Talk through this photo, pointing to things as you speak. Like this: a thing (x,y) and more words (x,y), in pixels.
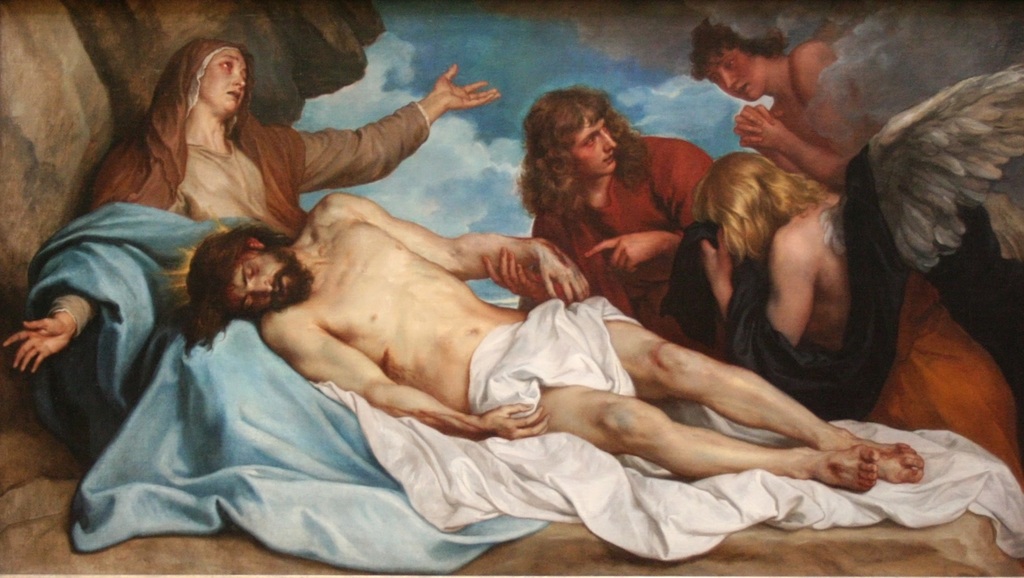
In the image there is a painting (985,285) of a man (295,325) laying on a woman's lap (268,359) with cloth (509,370) around him and few people (767,190) standing beside him and in the back (482,213) there are clouds (427,151).
